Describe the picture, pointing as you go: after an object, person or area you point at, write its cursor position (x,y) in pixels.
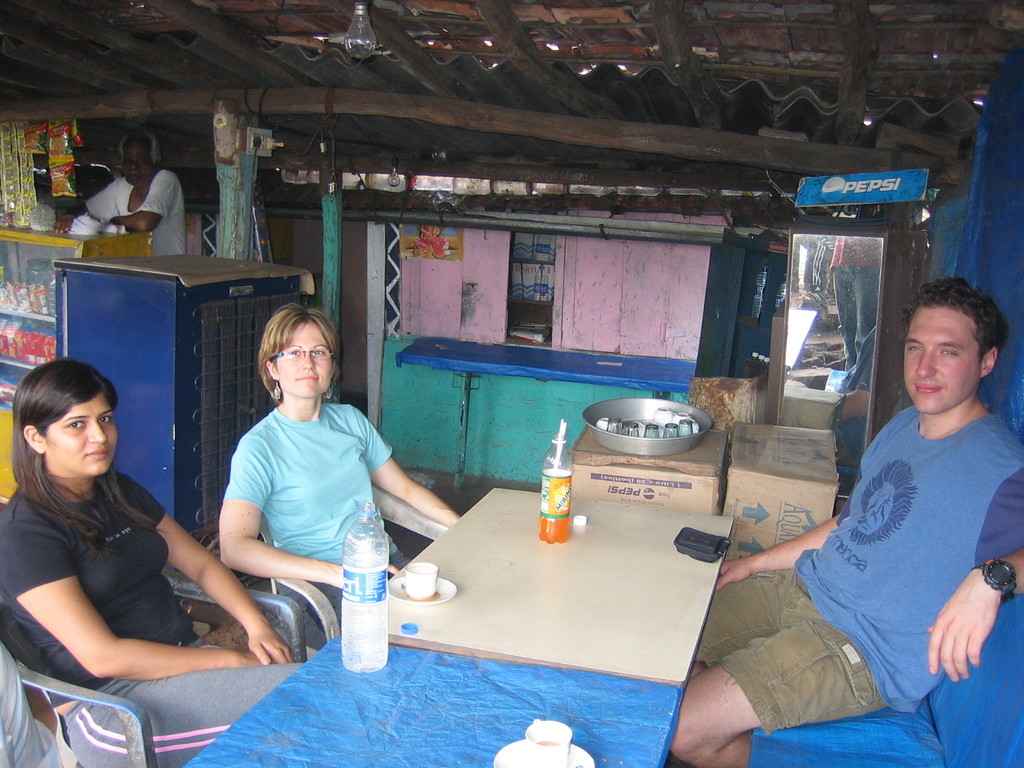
In the image there were group of people (274,506) sitting in a hotel (208,191). There is a table (674,589) between them. Two women (385,456) sitting towards the left (322,467) and one man (972,354) sitting towards the right (912,569). He is wearing blue shirt (835,529), cream shorts (817,641) and a watch (987,578). There is a person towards the left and he is wearing a white clothes (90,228). In the top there is a bulb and in the center (561,315) there is a seat (628,377) and a window (639,300) and towards the right (862,211) there is a fridge (897,240) and text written on it.
